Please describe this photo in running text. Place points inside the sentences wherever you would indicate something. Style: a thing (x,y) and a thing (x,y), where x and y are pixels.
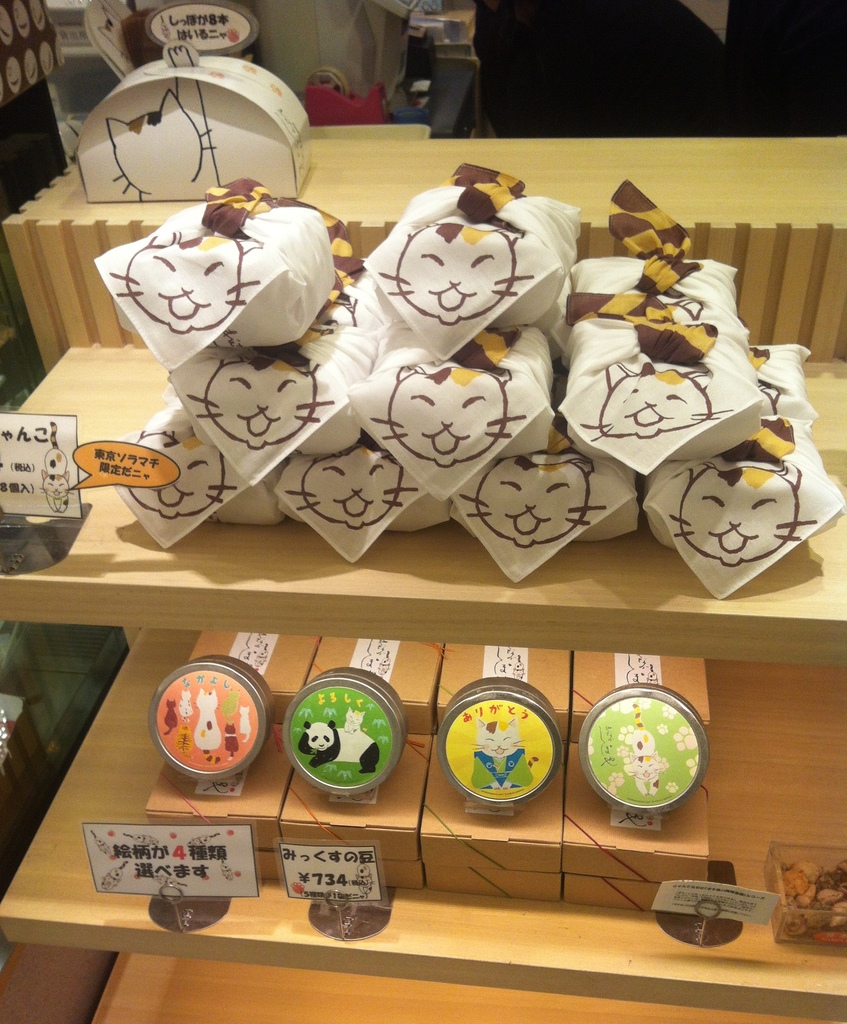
In the foreground of the picture (473,347) we can see wooden racks (144,349), in the racks (130,339) there are boxes (301,821), packets (597,428), name boards (134,845) and food items (816,874). At the top (164,87) we can see box (187,125) and various objects (15,81).
